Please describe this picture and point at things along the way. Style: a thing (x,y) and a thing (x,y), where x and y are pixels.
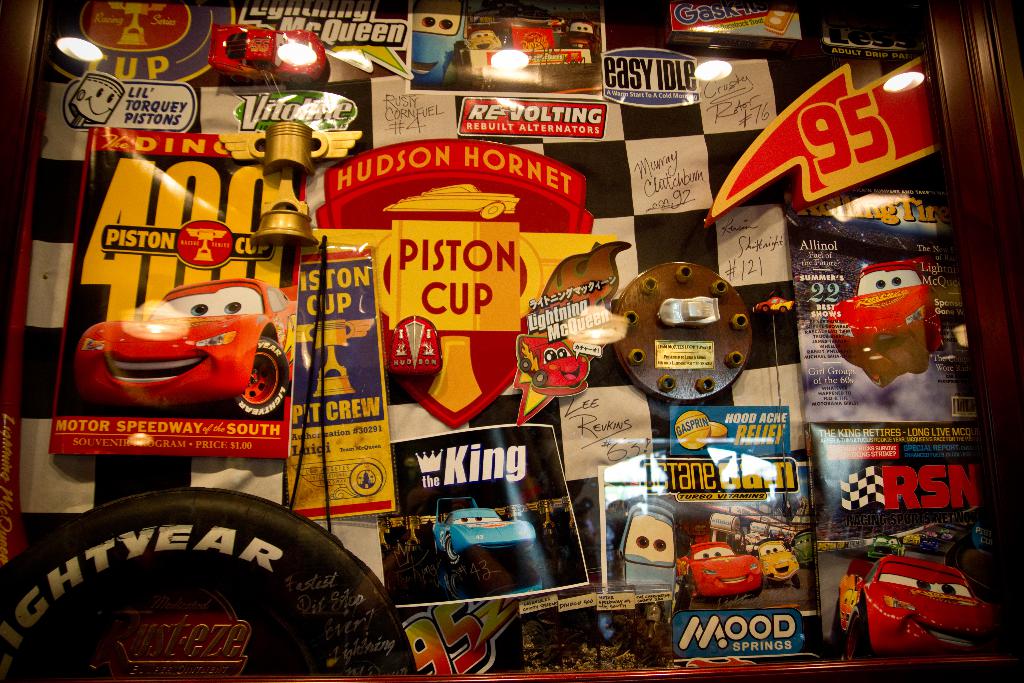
Here we can see posters (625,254), toys (297,201) and things (270,215). These are lights (501,52).
